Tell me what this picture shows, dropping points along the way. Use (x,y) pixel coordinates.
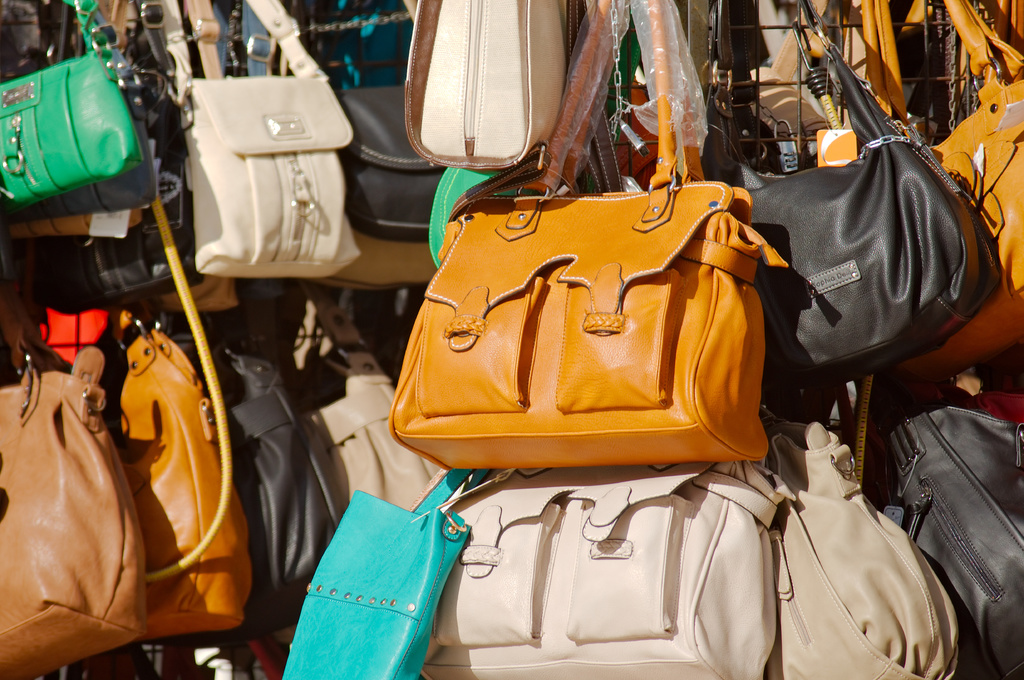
This image consists of many handbags (356,340) in different colors. In the front (128,443), we can see brown, white, green, blue and black colors.
